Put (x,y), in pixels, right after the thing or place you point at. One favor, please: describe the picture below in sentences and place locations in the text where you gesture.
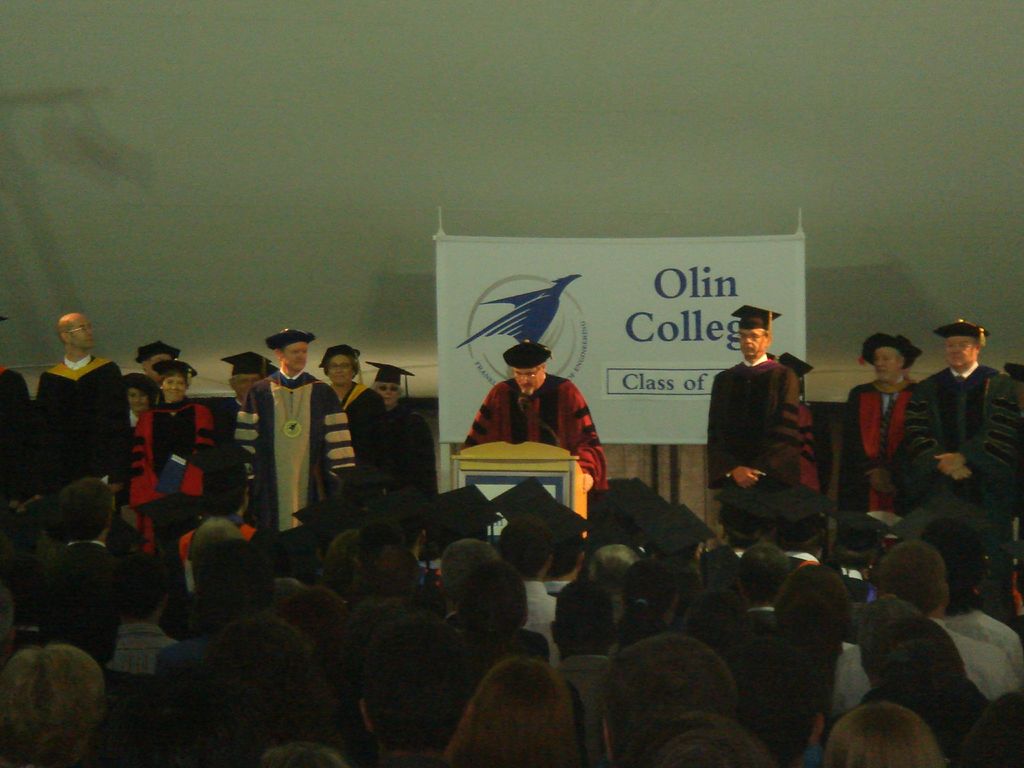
In this image I can see a group of people (254,634) standing and facing towards the back (61,717) at the bottom of the image (61,717). I can see some people (9,460) standing on the stage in the center of the image (417,482). The person (537,367) standing on the stage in the center of the image (539,360) is talking in a mike (521,400). I can see a banner (635,359) behind him with some text (645,334). I can see a wall (254,129) behind the banner (658,347).
